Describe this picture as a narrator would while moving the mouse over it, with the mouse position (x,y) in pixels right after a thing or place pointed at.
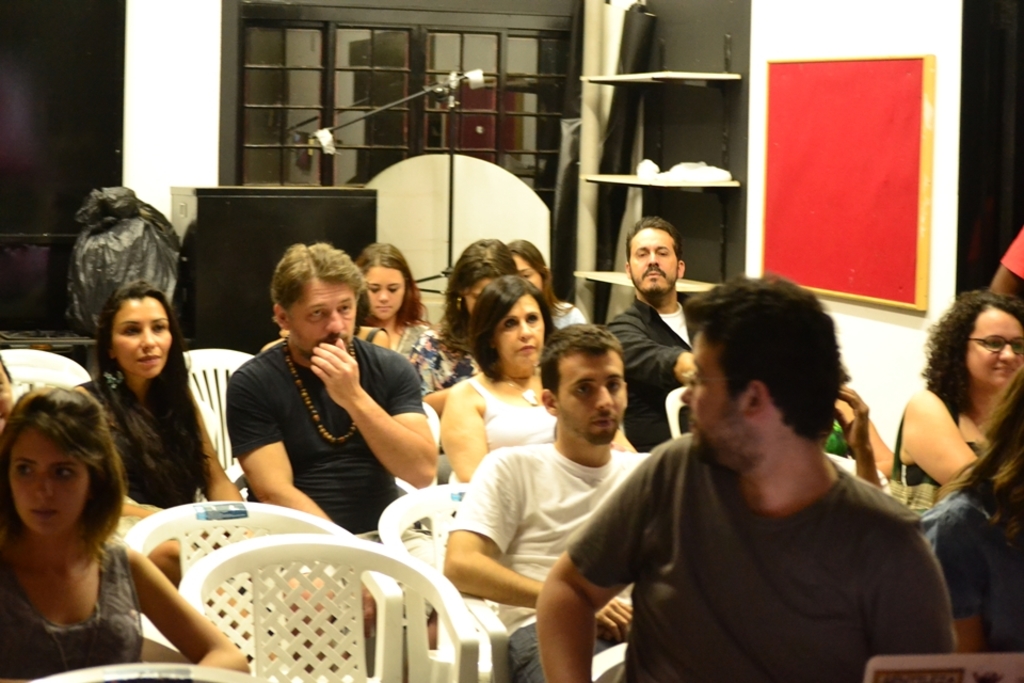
In this image I see number of people (502,375) who are sitting on chairs (221,570) and I see the red color board (844,139) over here and I see the wall (881,12). In the background (245,3) I see the windows (528,98) over here and I see few things (366,244) over here.
